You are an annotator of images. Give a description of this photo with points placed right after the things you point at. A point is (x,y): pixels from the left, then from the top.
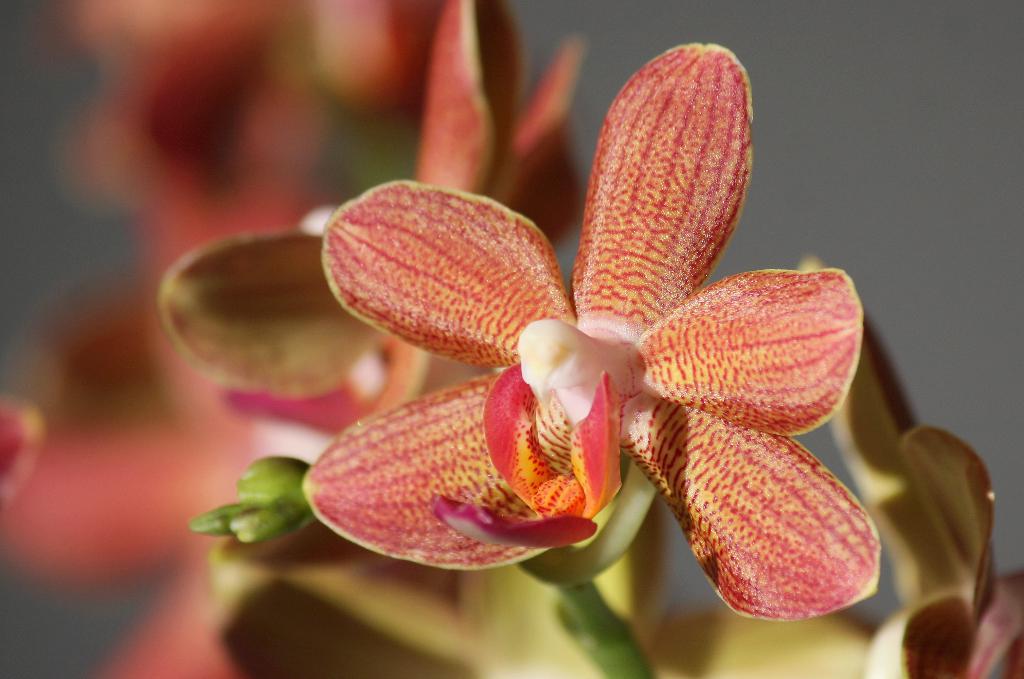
In this image we can see a flower (826,475) to the plant (436,639). The background of the image (297,194) is blurred.
